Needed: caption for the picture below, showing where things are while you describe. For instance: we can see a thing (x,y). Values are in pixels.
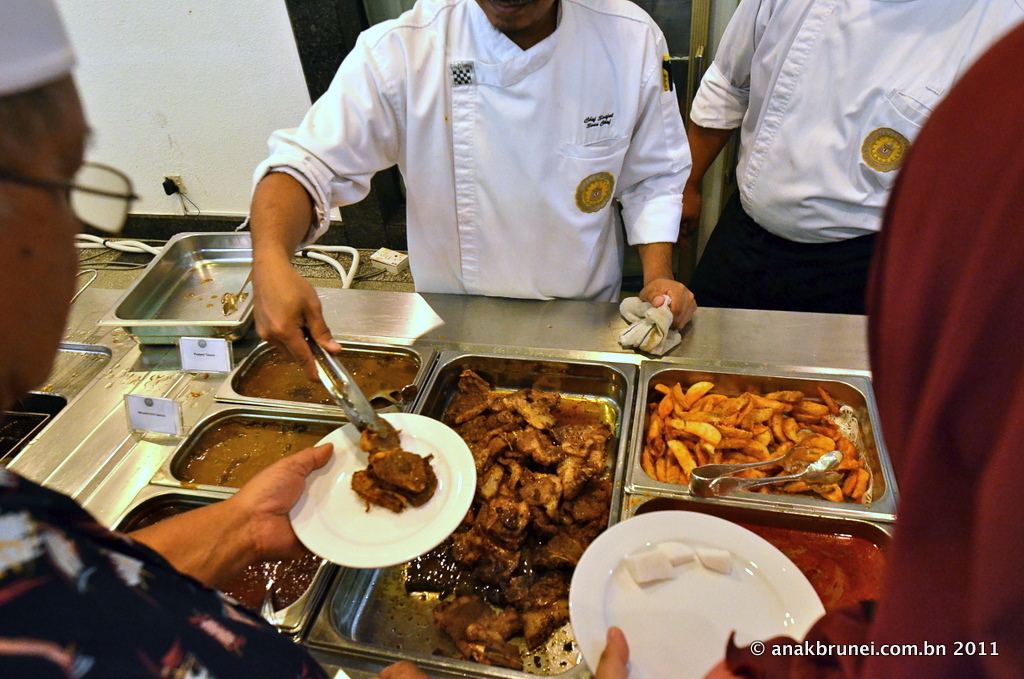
In this image we can see the food (564,488) in steel containers (669,488). And we can see one person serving food (713,568).
